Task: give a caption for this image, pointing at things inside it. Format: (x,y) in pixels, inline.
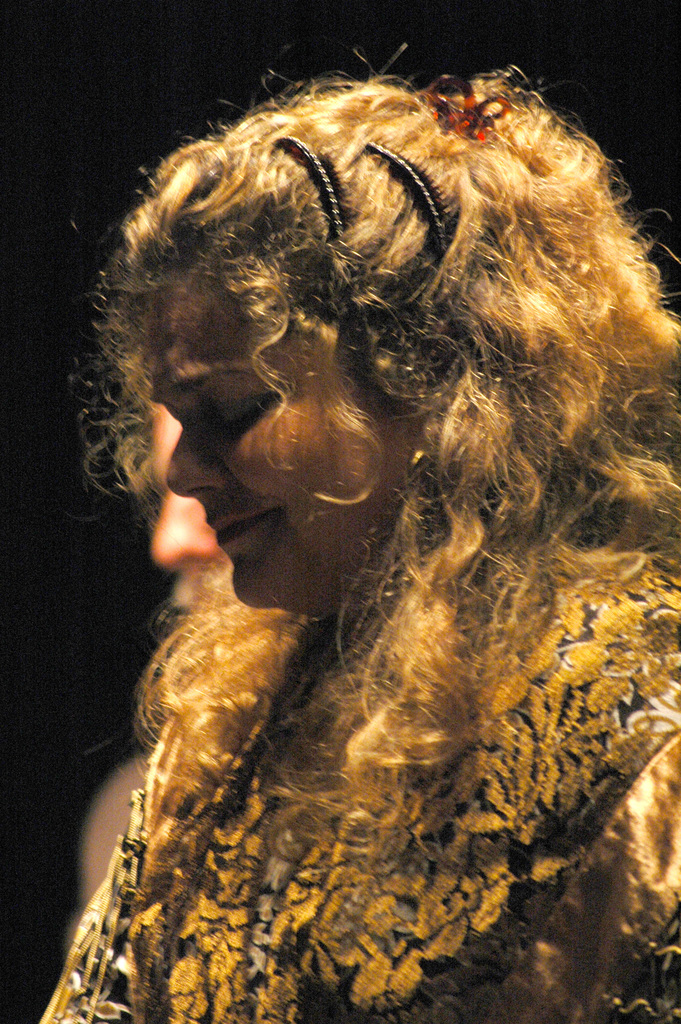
In the center of the image (260,552) there is a woman (73,945) beside her there is another person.
